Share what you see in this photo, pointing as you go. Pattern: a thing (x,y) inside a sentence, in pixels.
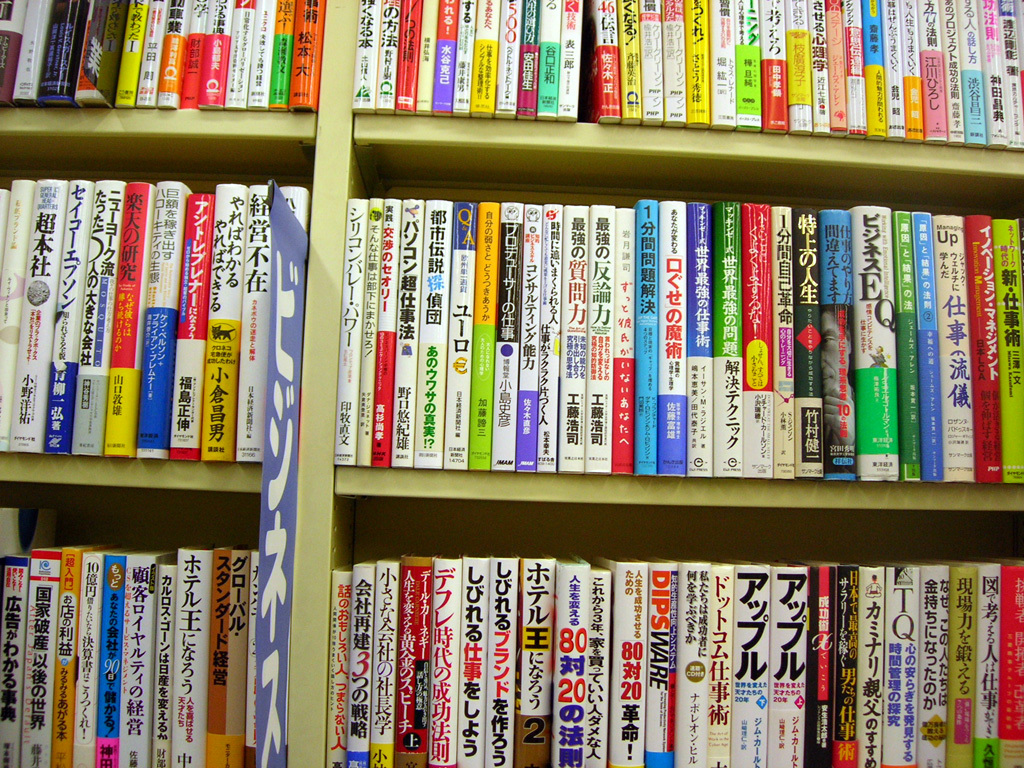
In this picture we can see racks (354,141), there are some books (169,440) present on the racks (331,301).
